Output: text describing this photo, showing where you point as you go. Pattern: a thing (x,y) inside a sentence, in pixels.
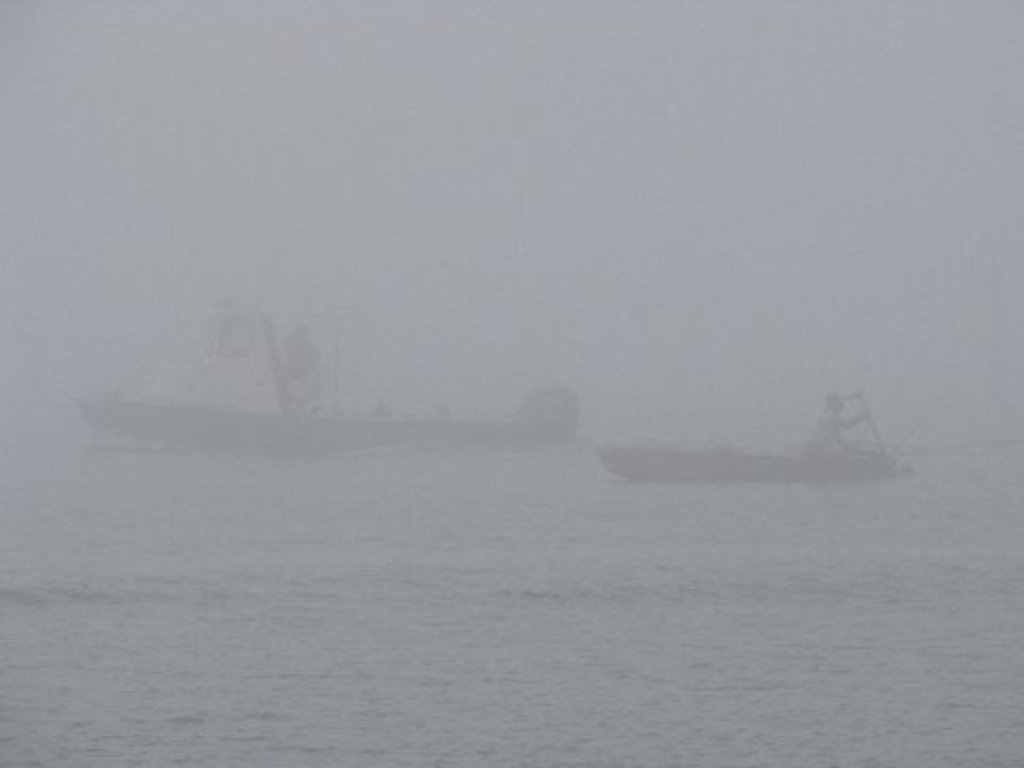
In the picture there are two boats (247,409) sailing on the sea (620,563) and there is a lot of fog (477,249) covering the area (147,310).
